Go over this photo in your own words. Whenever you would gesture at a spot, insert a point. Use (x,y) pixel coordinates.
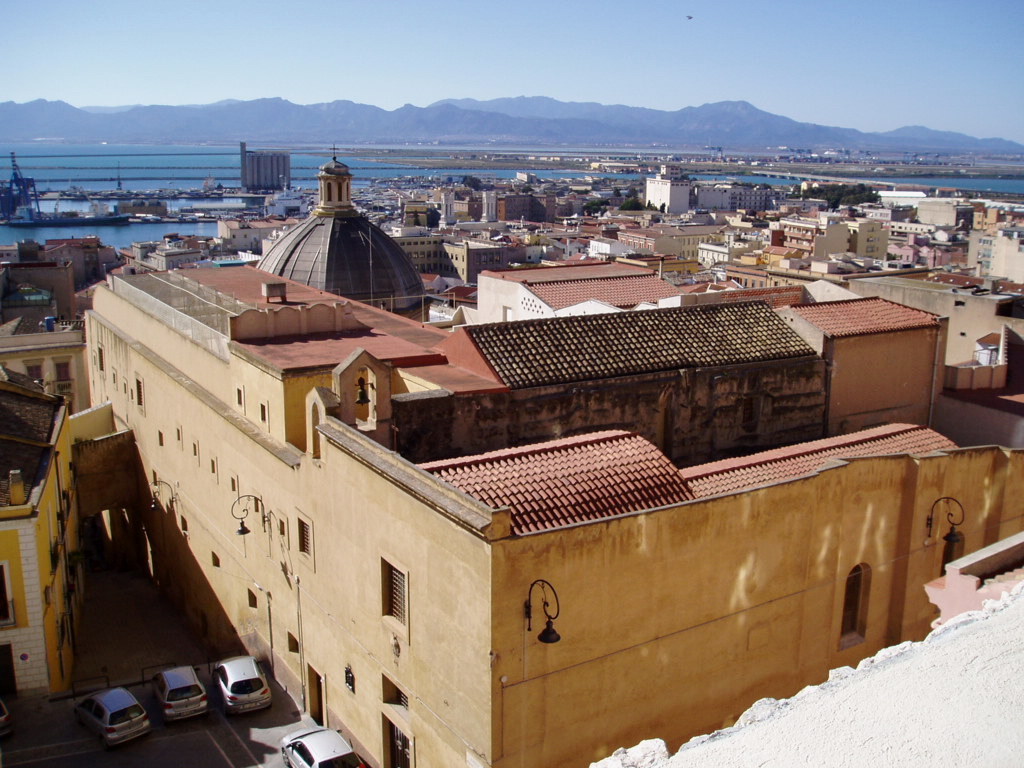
In this picture I can see buildings (366,315), few cars (223,669), water (152,230) and hills (221,105) and I can see blue sky (664,60).
